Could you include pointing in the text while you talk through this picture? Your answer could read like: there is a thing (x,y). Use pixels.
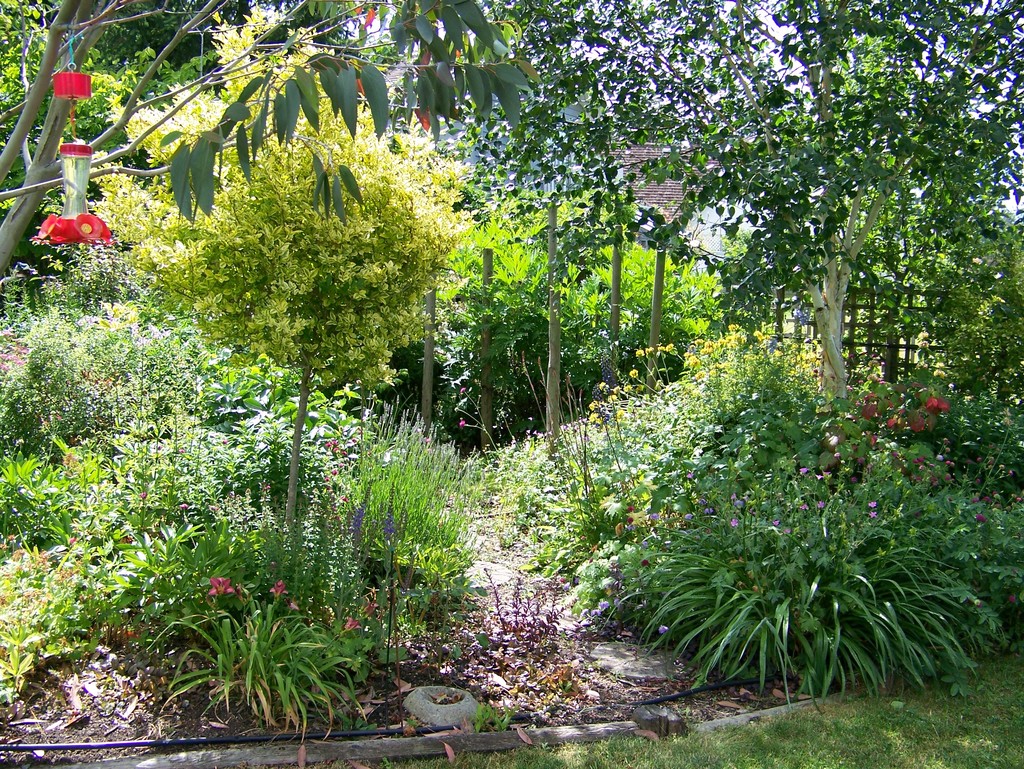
In the foreground of the picture (740,423) we can see plants (406,651), flowers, dry leaves (19,721), soil (579,717), grass (562,755), cable (66,746) and other objects (186,764). At the top (355,66) we can see trees (530,73). On the right (873,323) there is a wooden object (892,342). In the background (675,183) we can see a wooden object (633,180).
